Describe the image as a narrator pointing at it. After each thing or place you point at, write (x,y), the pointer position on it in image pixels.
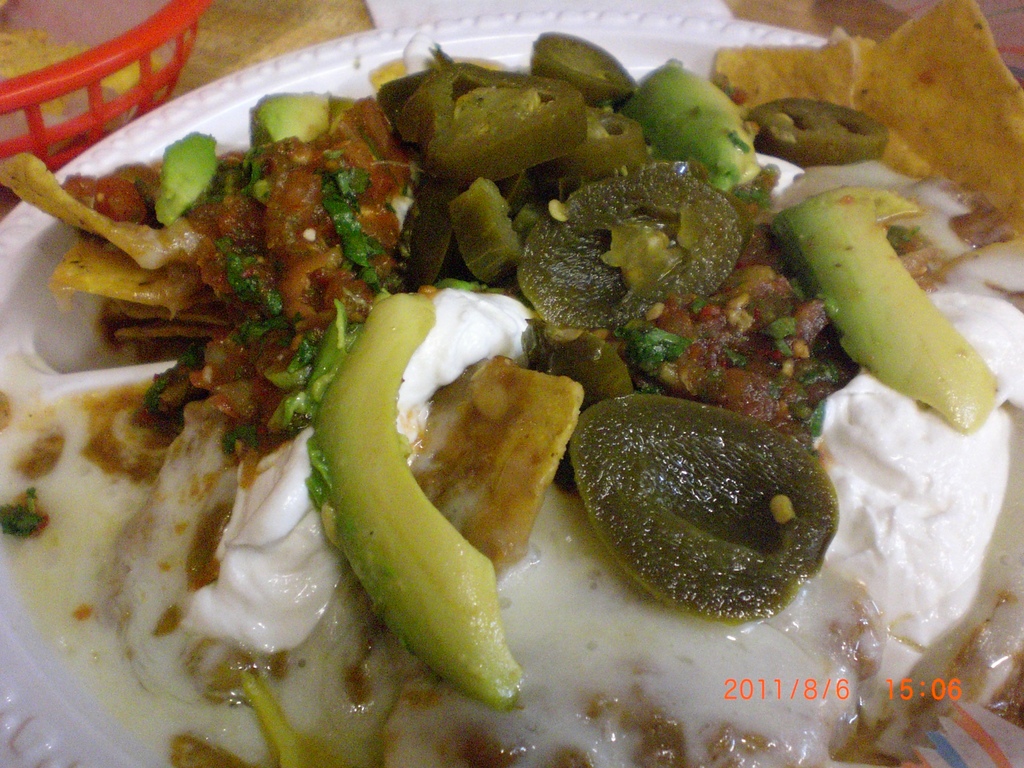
There is chips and salsa (762,375) on the white color plate (16,616). In the background (157,35), there is a red color basket (179,51).
